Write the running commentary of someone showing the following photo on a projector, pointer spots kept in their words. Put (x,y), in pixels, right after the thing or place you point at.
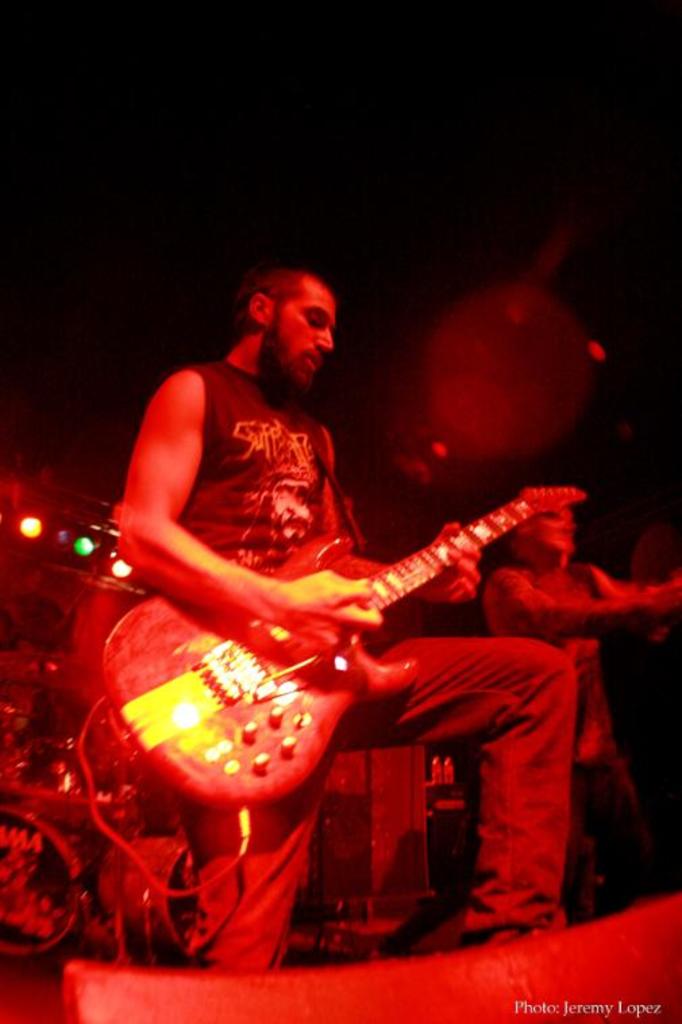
There is a man (269,804) who is playing a guitar (372,592). On the right side (576,592) there is a person (595,648) who is dancing. On the left side (34,871) there is a musical instrument (56,842) like drum (47,858). Here it's a light (115,569).
